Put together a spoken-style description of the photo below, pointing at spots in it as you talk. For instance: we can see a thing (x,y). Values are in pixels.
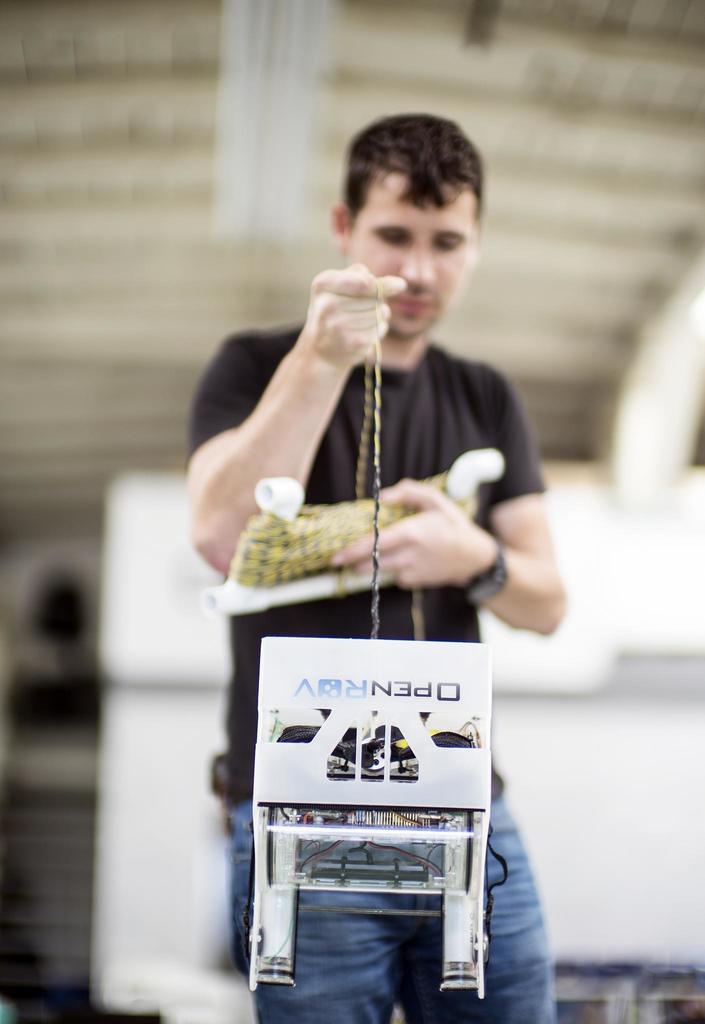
This image consists of a man (406,962) wearing black T-shirt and blue jeans (313,959). In the background (98,815), there is a wall (615,777). He is holding a rope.
